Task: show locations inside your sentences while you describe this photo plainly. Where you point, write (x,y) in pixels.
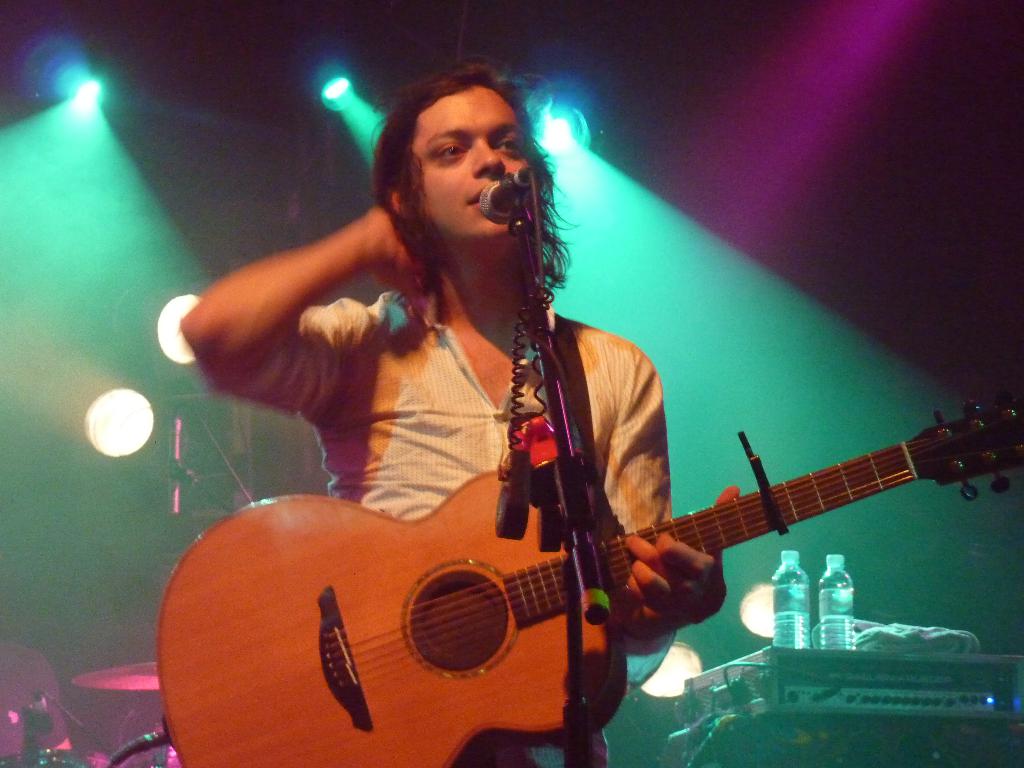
As we can see in the image there is a man (454,412) holding guitar (459,618) and in front of him there is a mic (507,201).
